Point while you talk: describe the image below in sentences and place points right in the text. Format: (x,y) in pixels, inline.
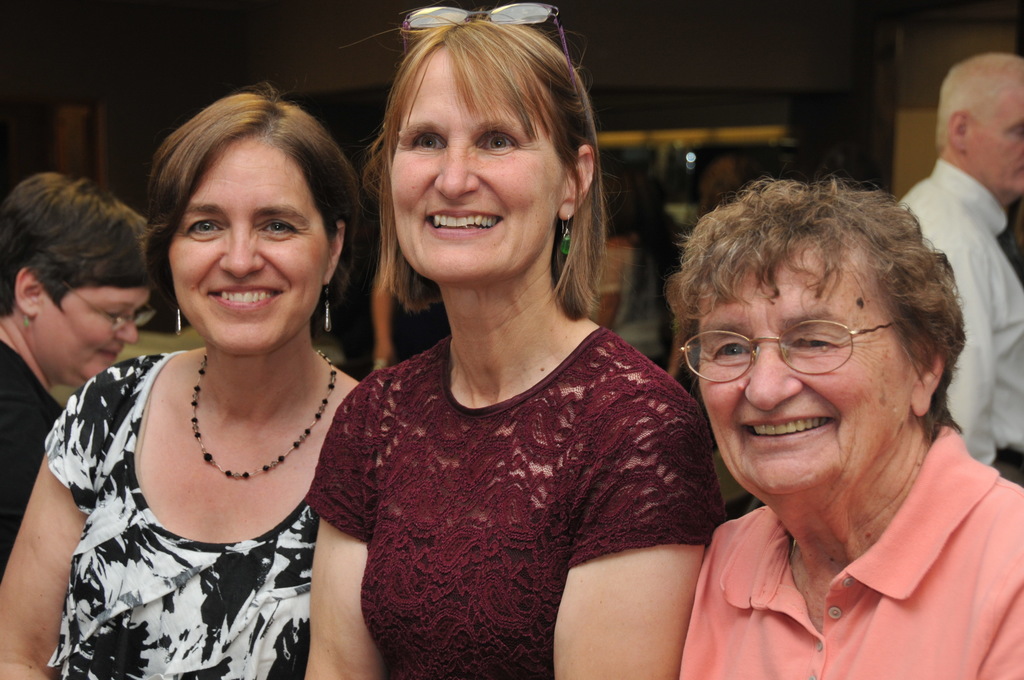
In this image we can see women (786,461). In the background (99,339) we can see persons (52,413), door (1,147) and wall (679,52).
